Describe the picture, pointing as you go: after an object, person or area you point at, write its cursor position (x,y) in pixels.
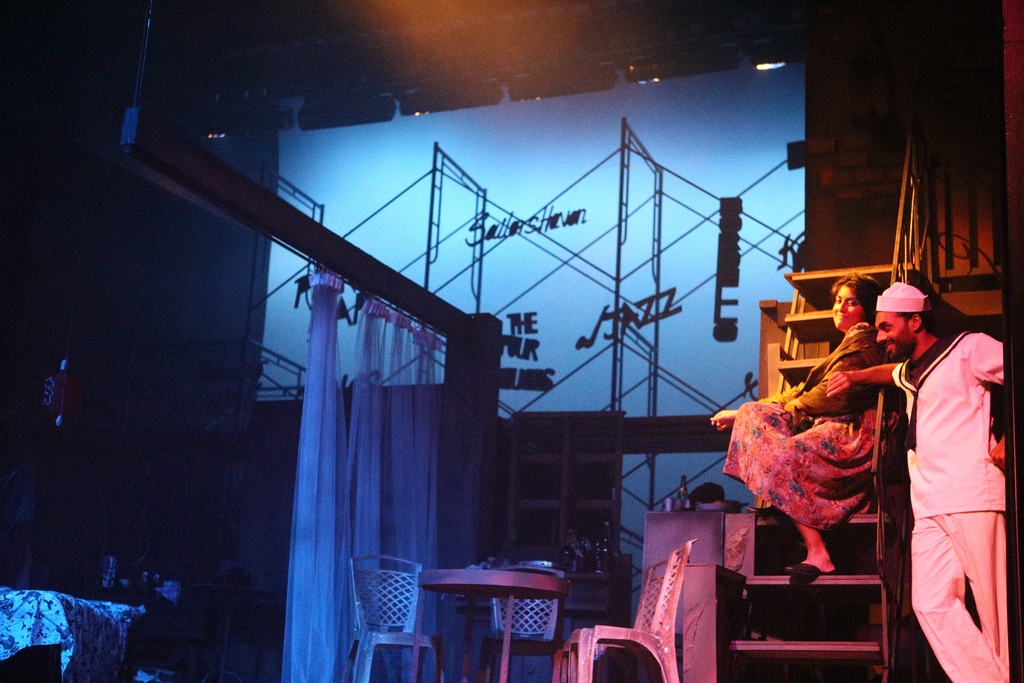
The man (921,485) on the right side (970,446) is standing and he is smiling. Beside him, we see the staircase (856,551) and the woman (832,429) is sitting on the staircase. Beside her, we see boards (700,600), chairs (649,598) and a table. Behind that, we see a cupboard (553,508). Beside that, we see a curtain (382,442). In the left bottom (88,610), we see a table (72,631) which is covered with a sheet (42,632). On the left side (177,264), it is black in color. In the background (274,314), we see a hoarding board (272,330). This picture is clicked in the dark.
